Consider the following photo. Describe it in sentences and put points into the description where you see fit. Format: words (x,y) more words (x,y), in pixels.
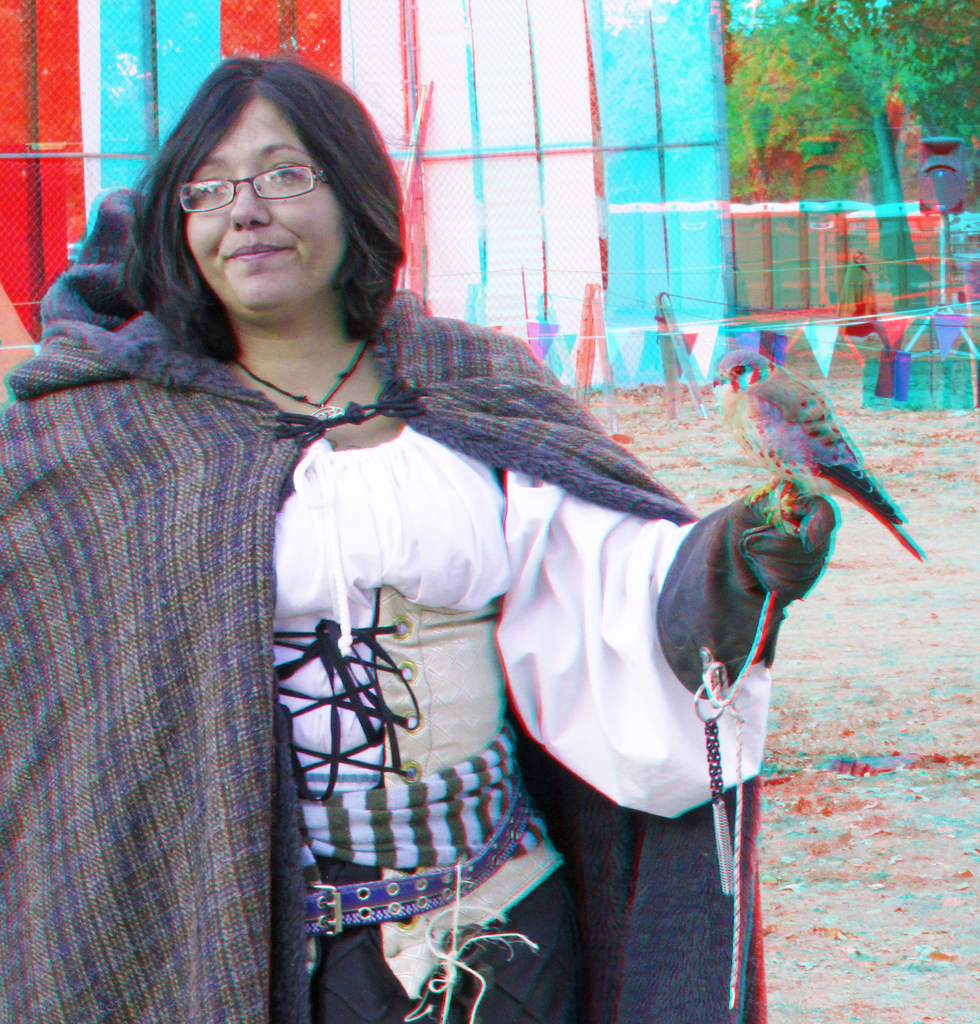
In this image, we can see a person (308,544) wearing clothes (445,502) and spectacles (214,190). There is a bird (808,457) on the right side of the image (841,454). There is a tree (848,99) in the top right of the image (789,170).
